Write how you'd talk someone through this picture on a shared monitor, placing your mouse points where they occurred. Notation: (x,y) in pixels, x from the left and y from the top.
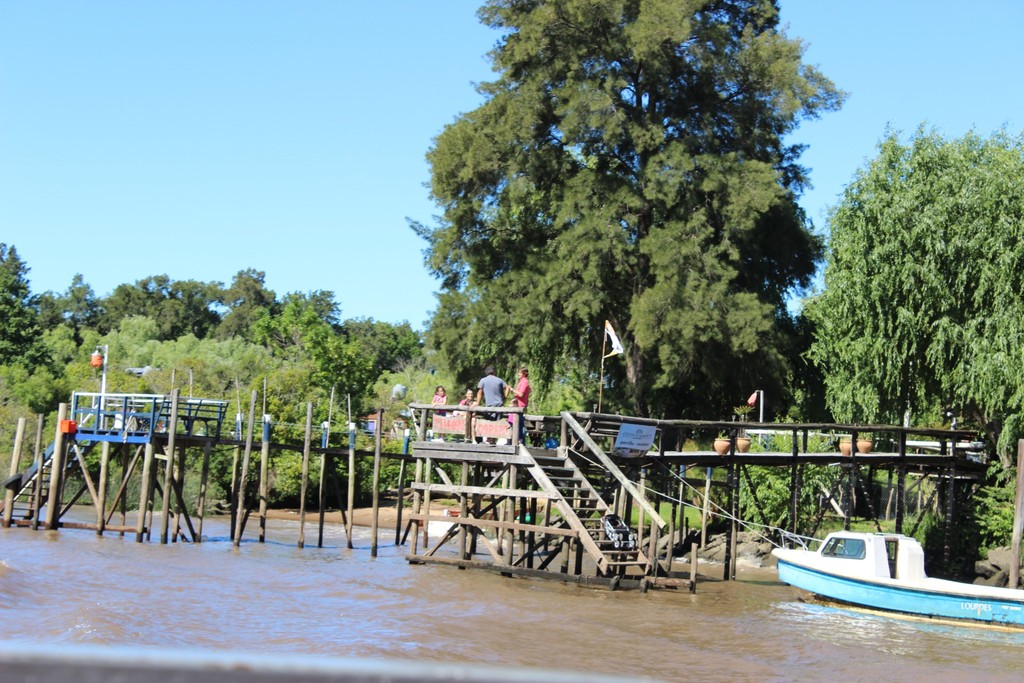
In the center of the image (562,444) there is a wooden bridge (484,443) on which two people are sitting and two people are standing. At the background of the image (427,257) there are trees (385,356). There is ship (885,542) in the image. At the bottom of the image (402,593) there is water (626,621). At the top of the image (267,80) there is sky (135,94).
